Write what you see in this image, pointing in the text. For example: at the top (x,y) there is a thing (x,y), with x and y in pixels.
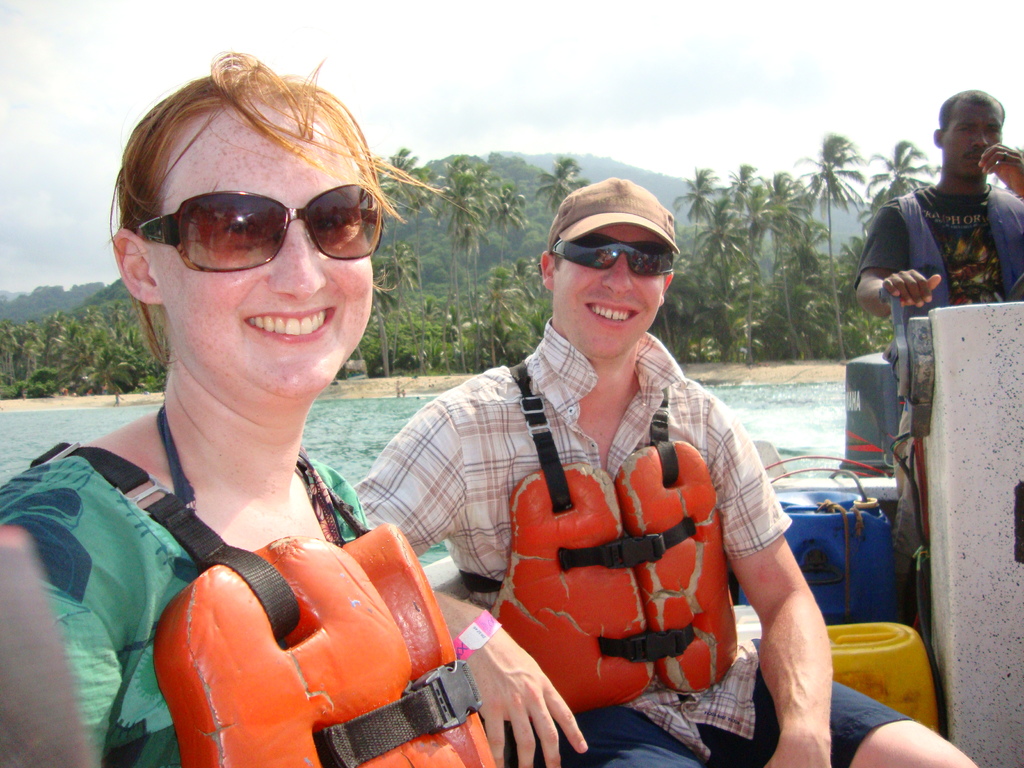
In the picture we can see a man (674,711) and a woman (225,531) sitting in the boat (1010,388) and smiling and they are in life jackets (379,689) and beside them we can see a man (867,270) sailing the boat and in the background (96,140) we can see water surface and behind it we can see full of coconut trees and behind it we can see hills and the sky (255,1).
